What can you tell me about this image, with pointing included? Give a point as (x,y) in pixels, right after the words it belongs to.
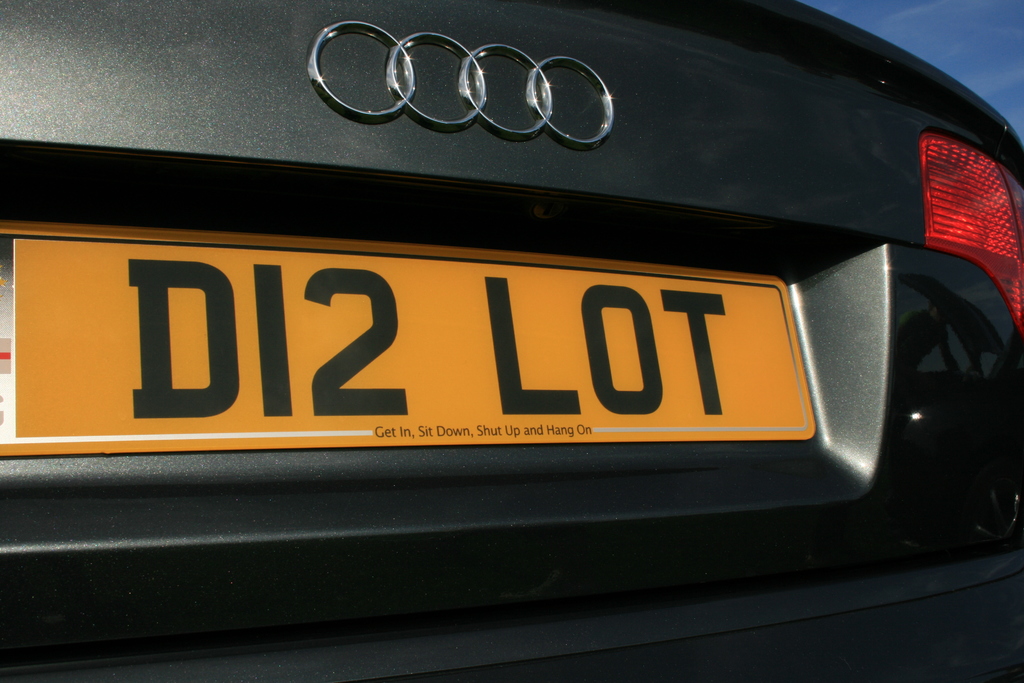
In the picture I can see a black color car (545,271). On the car (599,265) I can see a logo (458,124) and a number plate (503,386). On the number plate (400,410) I can see something (390,401) written on it. The number plate (364,384) is yellow in color.
